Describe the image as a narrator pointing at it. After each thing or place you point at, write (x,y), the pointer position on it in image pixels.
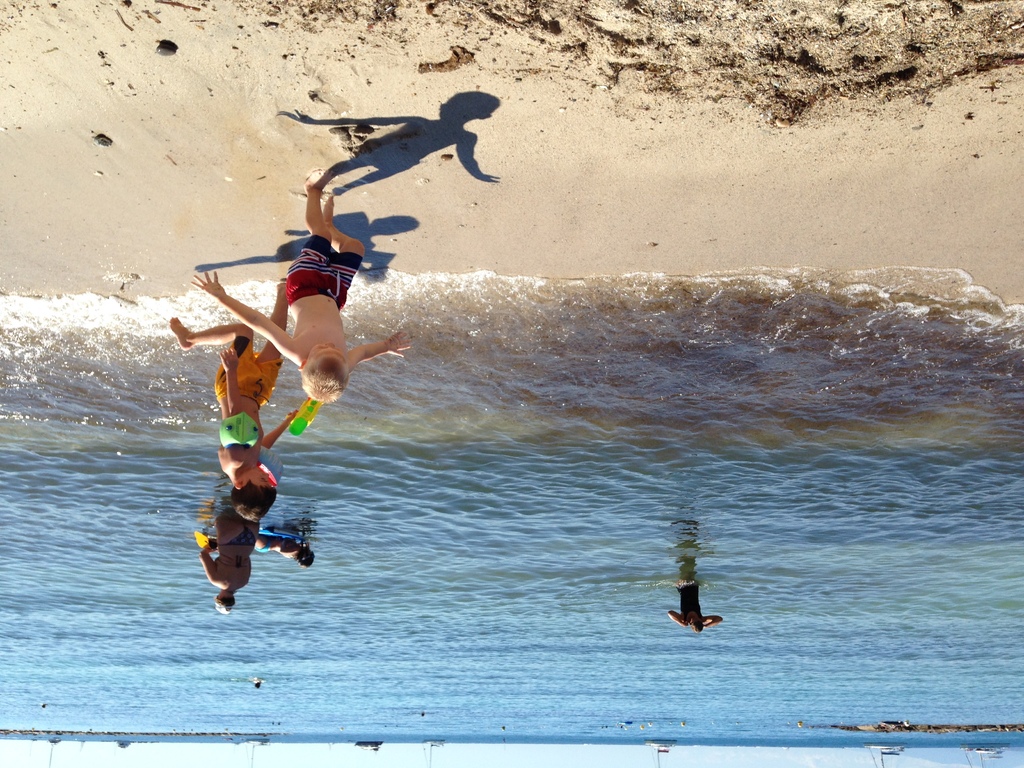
Here we can see water (652,380), sand (513,139) and people (257,434). Far there are boats (878,747).
